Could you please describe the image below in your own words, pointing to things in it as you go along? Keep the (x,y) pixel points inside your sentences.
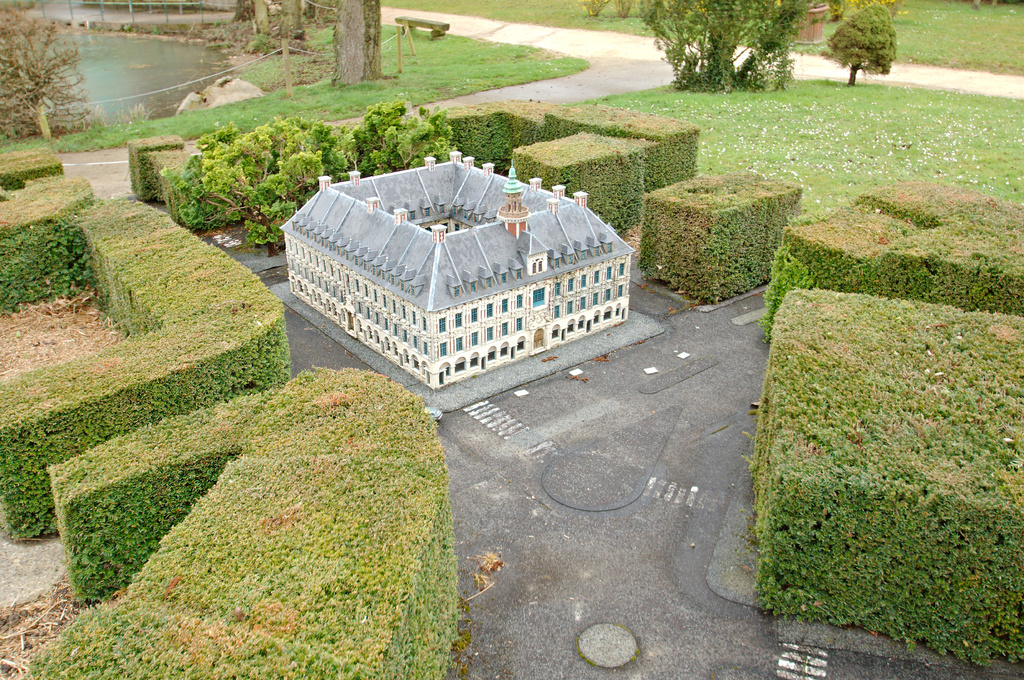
This is a building (469,326) with the windows (444,320). I think these are the bushes (413,547) and trees (793,38). Here is the grass (766,92). This looks like a pathway (637,68). I can see a bench (432,34). I think this is a pond (115,64) with the water (144,78). I can see a rock (224,94).
